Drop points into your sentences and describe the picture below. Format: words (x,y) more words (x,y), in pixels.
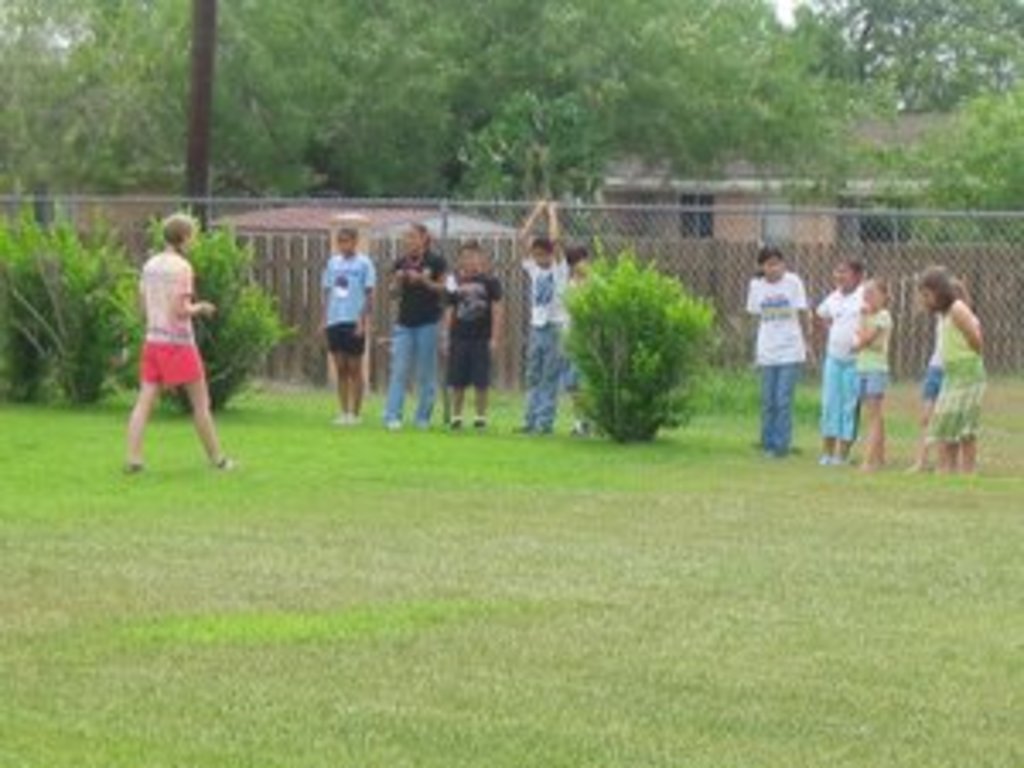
In this picture we can see some people (422,313) standing here, at the bottom (554,556) there is grass (496,559), we can see fencing (965,258) here, there are some trees (629,73) in the background (383,56), there is a pole (207,148) here.
